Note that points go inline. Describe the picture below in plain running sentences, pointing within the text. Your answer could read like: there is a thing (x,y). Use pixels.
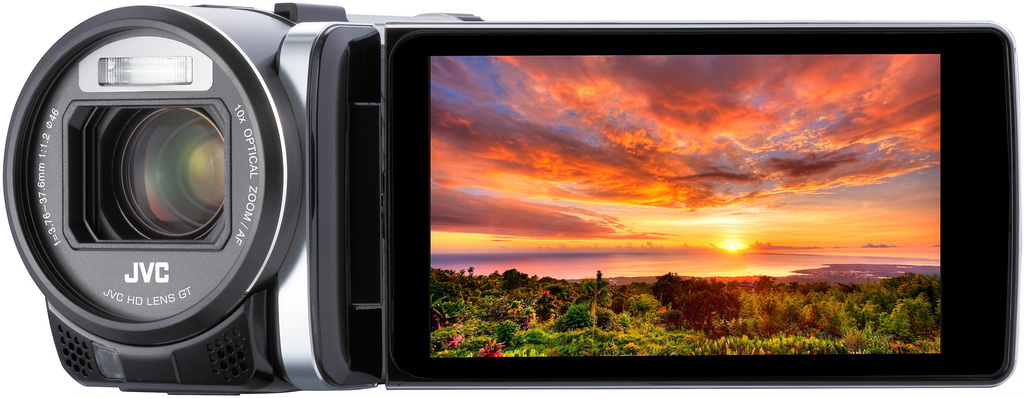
In this picture there is a camera (381,200). On the screen (741,289) there are trees (584,292) and there is water (664,260). At the top (841,121) there is sky (692,198) and there are clouds (891,103) and there is sun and there is text (141,298) on the camera (144,306).
